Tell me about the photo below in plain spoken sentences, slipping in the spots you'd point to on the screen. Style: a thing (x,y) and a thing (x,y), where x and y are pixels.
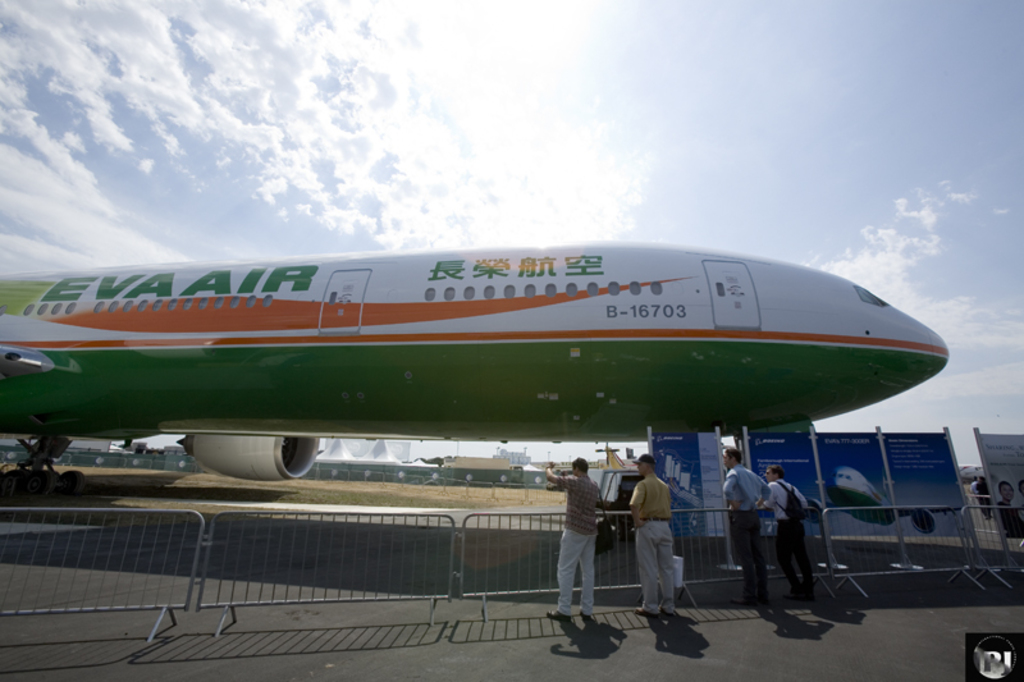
There is a plane (516,335) which is in green, white and orange color and there is a fence gate (555,525) and few people (742,575) standing beside it.
